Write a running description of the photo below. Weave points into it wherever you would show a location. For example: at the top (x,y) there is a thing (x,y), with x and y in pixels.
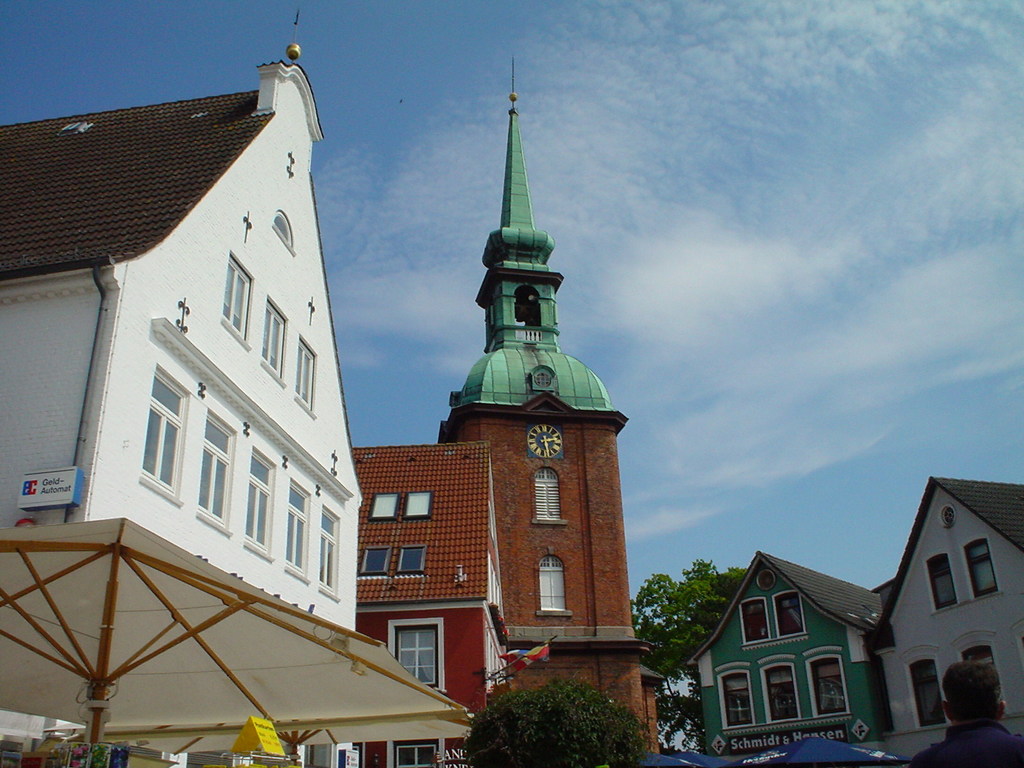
In this image I can see few buildings (578,560). I can see two trees (669,605). At the top (702,240) I can see clouds (761,284) in the sky (724,342).
